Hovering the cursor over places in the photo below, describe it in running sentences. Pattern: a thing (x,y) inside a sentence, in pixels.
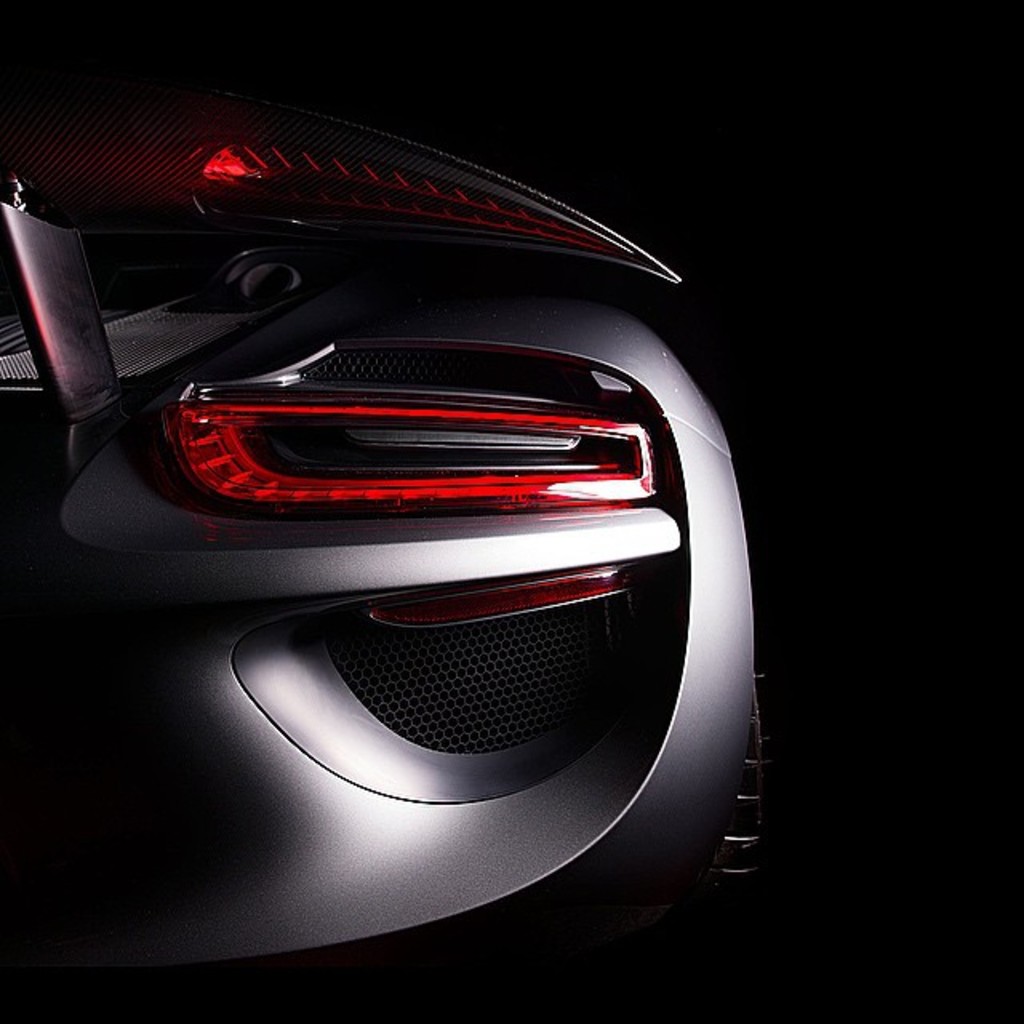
In this image I can see backside (305,349) of a car (382,586). I can also see black colour in the background (534,57).
